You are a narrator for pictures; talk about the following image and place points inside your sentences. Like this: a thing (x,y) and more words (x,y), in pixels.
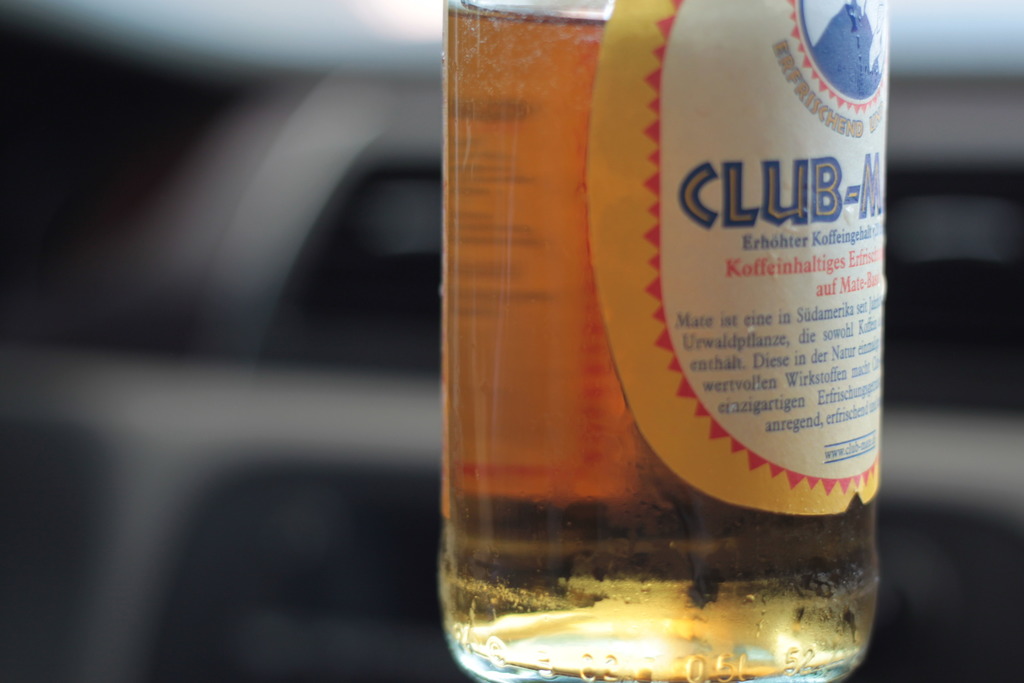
If you look into this image you can observe there is a bottle (540,369). Which consists of liquid (549,386) and also there is a label (665,7) on the bottle (598,96). Which has a name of Club-M and also you can observe the symbol (836,76) here which is in blue color.
